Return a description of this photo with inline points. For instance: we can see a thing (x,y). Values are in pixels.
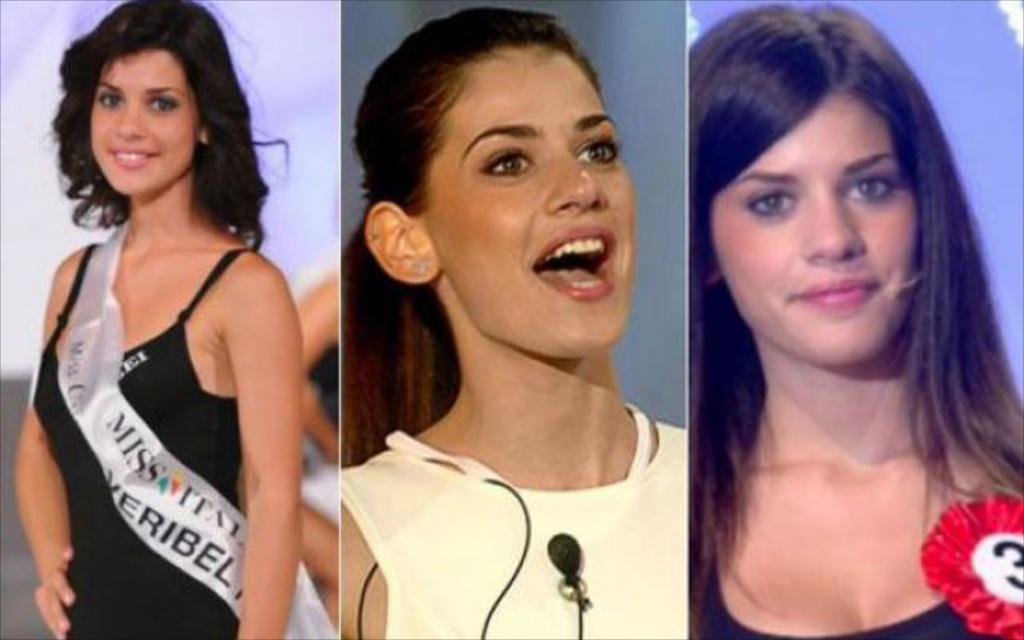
In the image we can see three women (828,279) wearing clothes (665,542), this is a banner (110,428), microphone (570,554) and a badge (977,563).
